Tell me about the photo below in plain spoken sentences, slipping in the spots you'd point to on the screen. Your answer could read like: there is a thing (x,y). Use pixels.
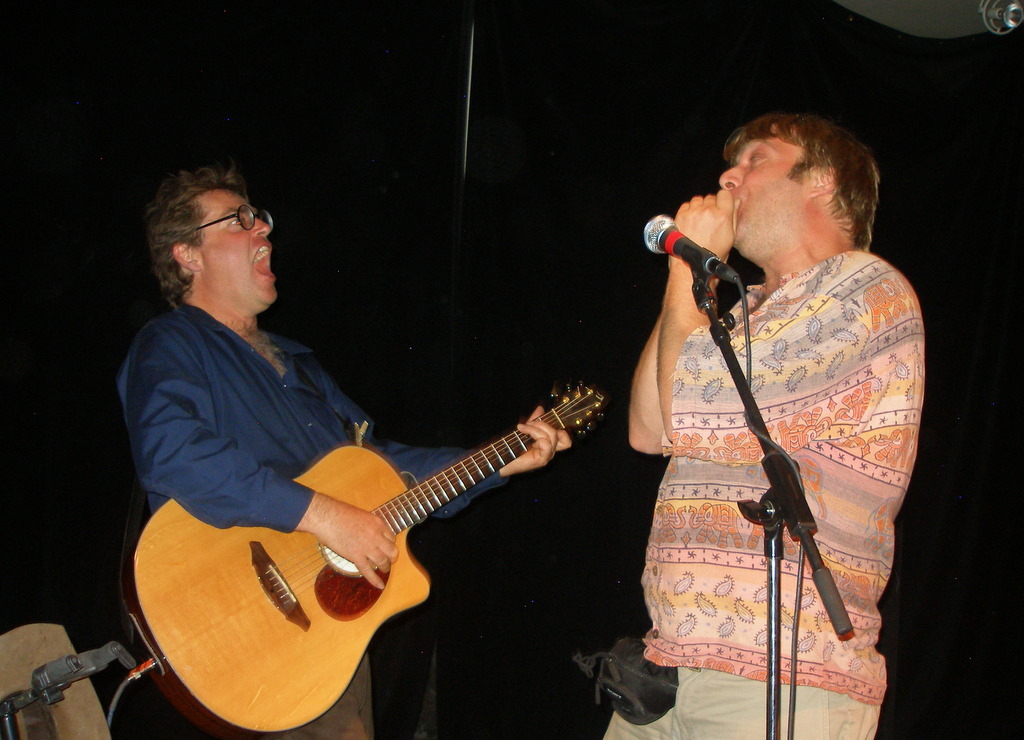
In this image there are two men (724,373). The man (238,403) to the left corner (238,400) is standing and playing guitar (330,568). It seems like he is shouting. The man (712,396) to the right corner (706,398) is standing and in front of him there is a microphone (706,255) and its stand (773,592). In the background (530,269) there is curtain (497,225).
